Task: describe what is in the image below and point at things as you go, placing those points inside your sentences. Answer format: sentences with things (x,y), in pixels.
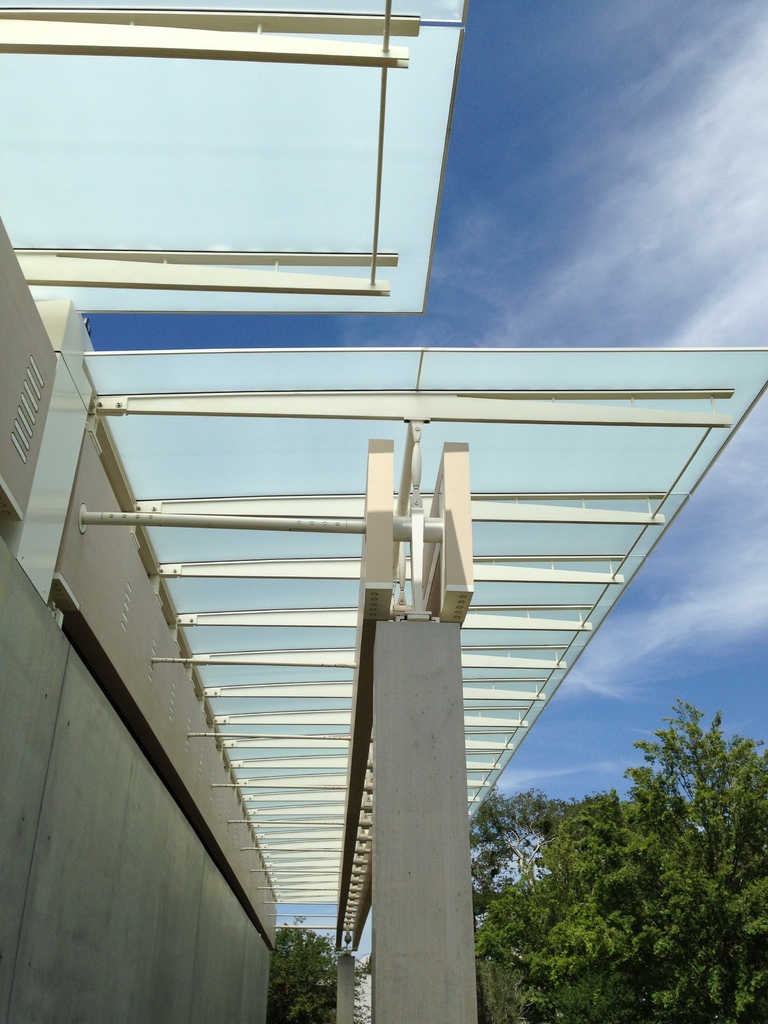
In this image I can see a building (182,1017) in gray color, background (745,944) I can see trees (543,801) in green color, and the sky (613,195) is in blue and white color and I can see a glass shed (536,601).
